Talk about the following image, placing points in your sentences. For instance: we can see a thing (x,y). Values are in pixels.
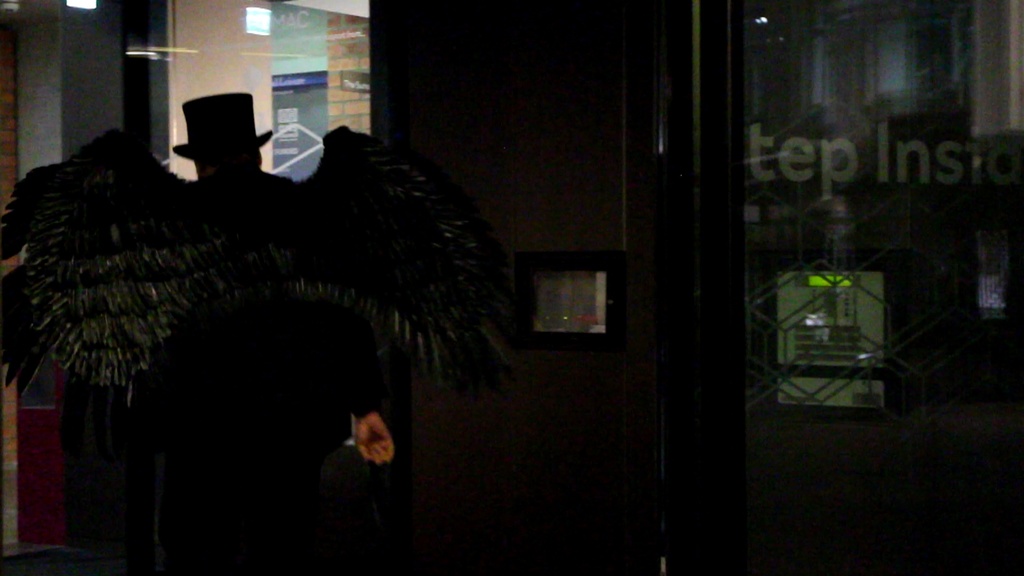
In the foreground (324,235), I can see a person (214,332) in costume (268,312) and a glass door (794,263). In the background (309,116), I can see wall paintings (293,110) on a wall (338,120), some objects (589,335) and lights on a rooftop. This picture might be taken during night.
